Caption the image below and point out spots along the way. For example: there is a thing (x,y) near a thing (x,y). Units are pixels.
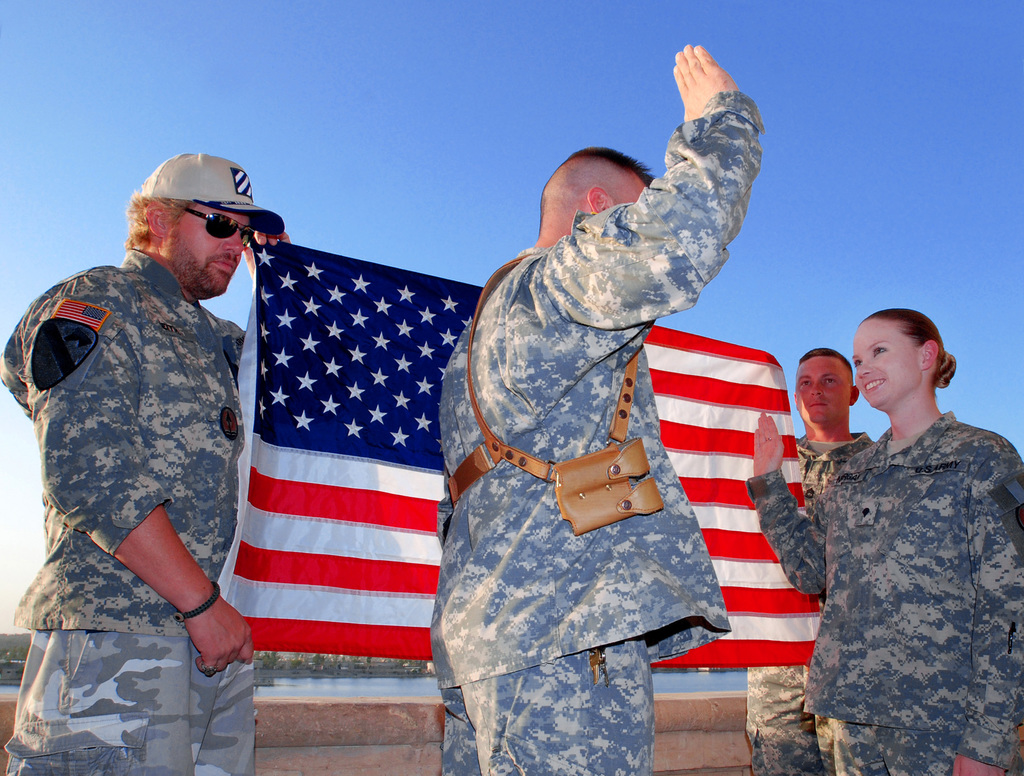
This picture describes about group of people (549,579), on the left side of the image (144,475) we can see a man (234,452), he wore spectacles (202,216) and a cap (176,172), and he is holding a flag (301,444).
